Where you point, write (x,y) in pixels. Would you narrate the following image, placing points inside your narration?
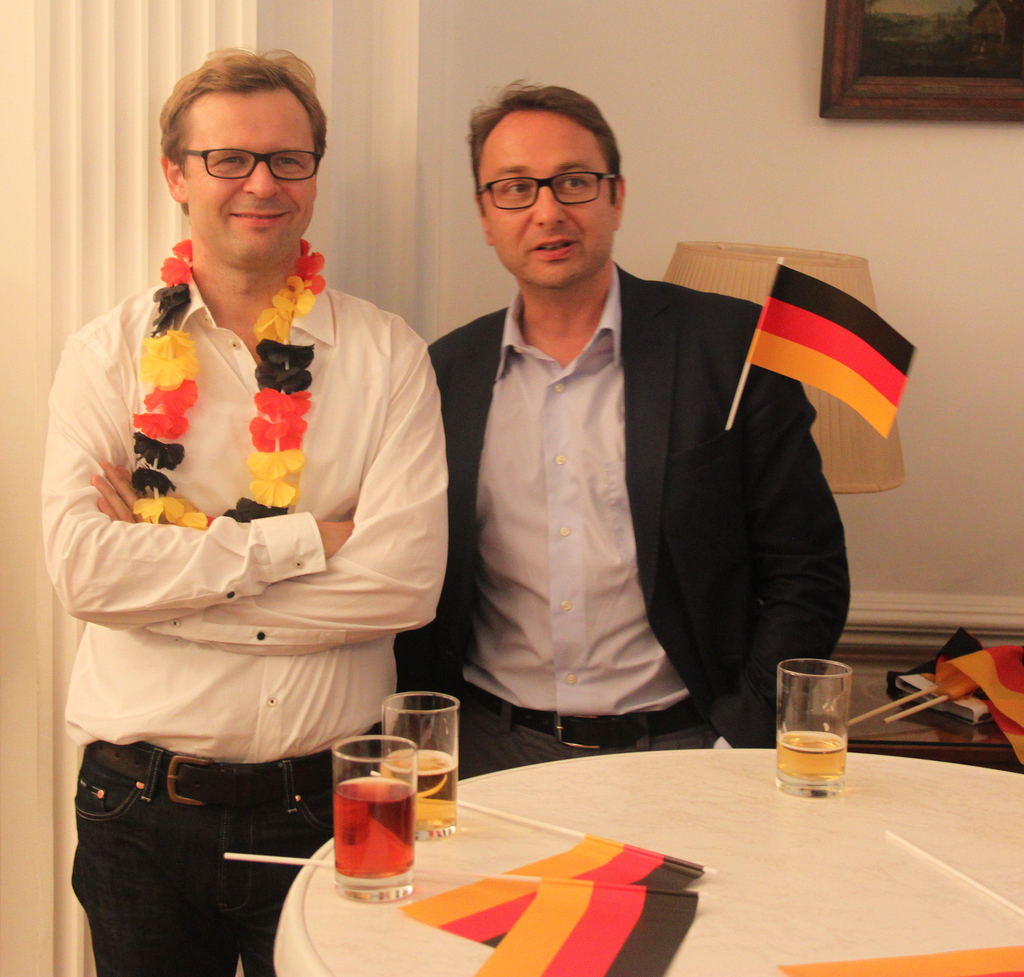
Two persons (309,556) are standing here and one person (728,453) has a flag (796,347) in front of them there is a table (778,870) in that table (779,886) there are three glasses (413,764) and filled with liquid (827,767) there are flags (591,898) on the table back side there is a lamp (736,272) and one photo frame (914,59) to the wall (763,69).
